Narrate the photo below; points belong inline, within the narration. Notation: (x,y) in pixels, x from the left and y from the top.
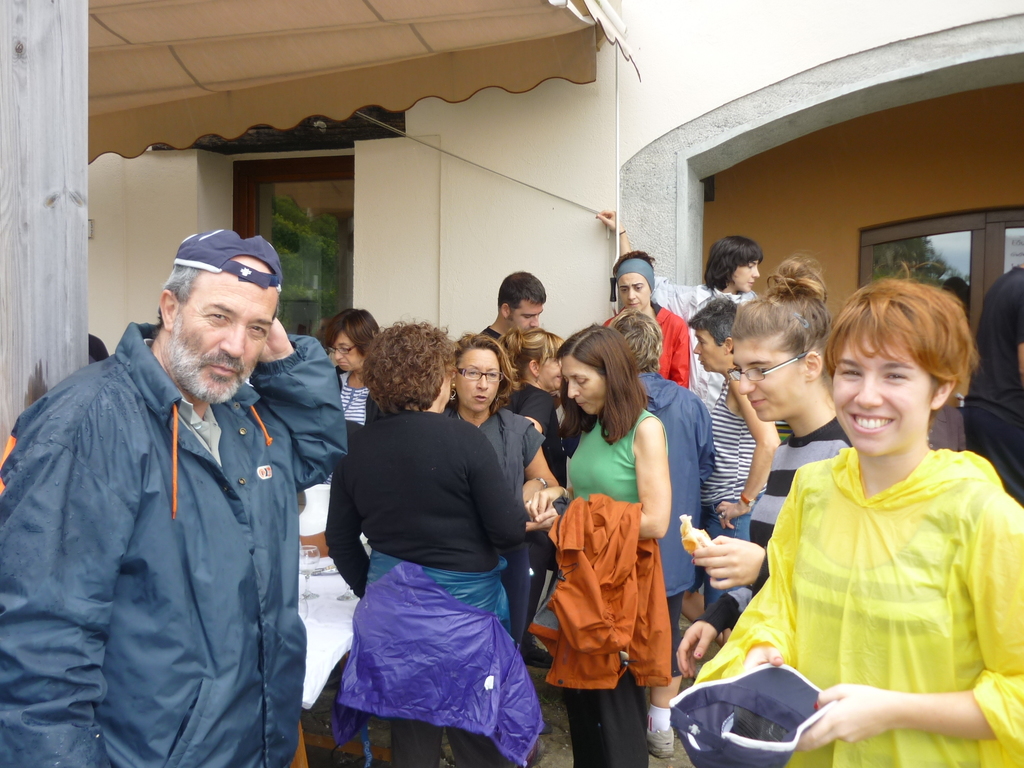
In this image there are people (202,733). In the background (553,267) there is a building (535,107) and we can see a window (914,229).
